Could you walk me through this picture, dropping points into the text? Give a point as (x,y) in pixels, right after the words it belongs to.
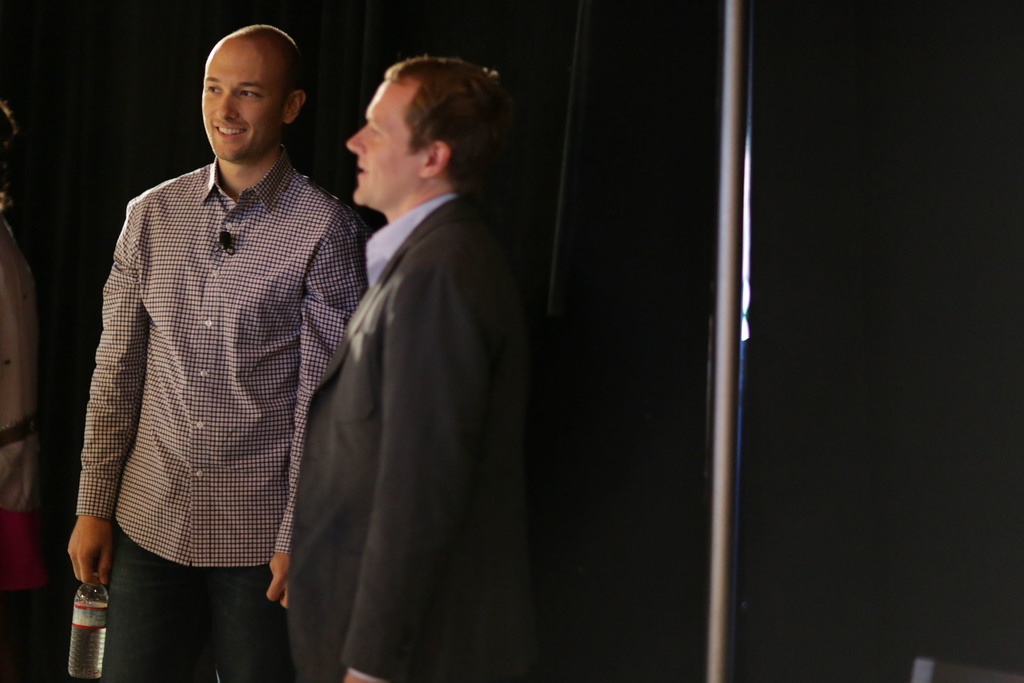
On the left side (266,147), there are two persons (279,150), smiling and standing. One of them is holding a bottle (103,588). On the right side (737,67), there is a pole (731,277). And the background (90,67) is dark in color.
